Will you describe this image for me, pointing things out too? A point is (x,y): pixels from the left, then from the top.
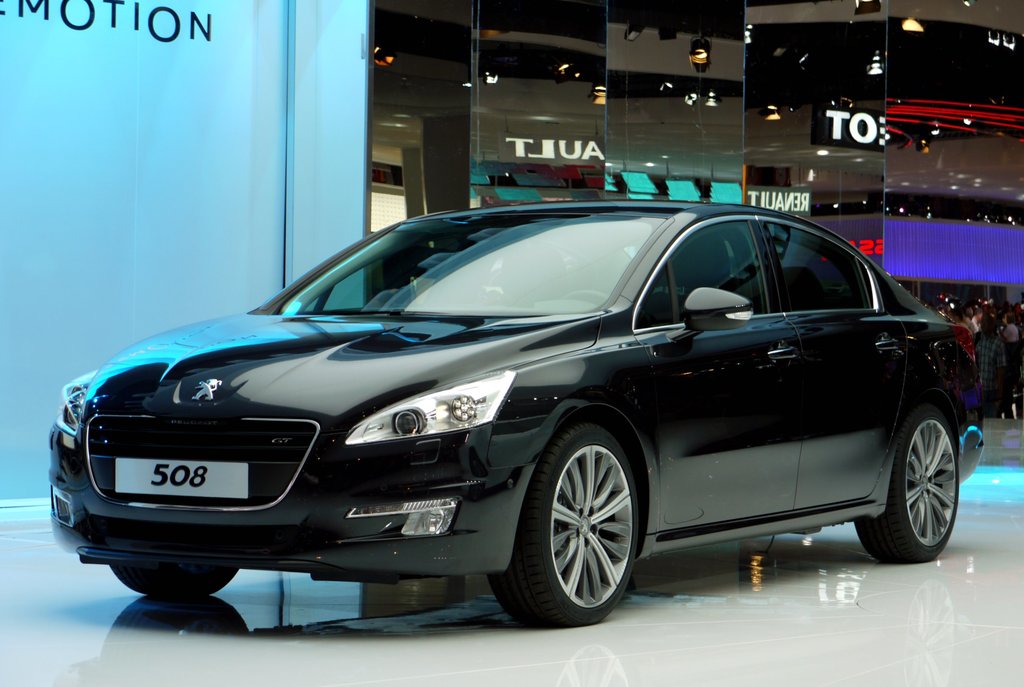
In this picture we can see a black car (407,396) and behind the car (501,303) it is looking like a board (274,158), a group of people (962,319) standing and glasses (505,103). On the glasses (658,125) we can see the reflection of lights (605,89) and name boards (794,208).
